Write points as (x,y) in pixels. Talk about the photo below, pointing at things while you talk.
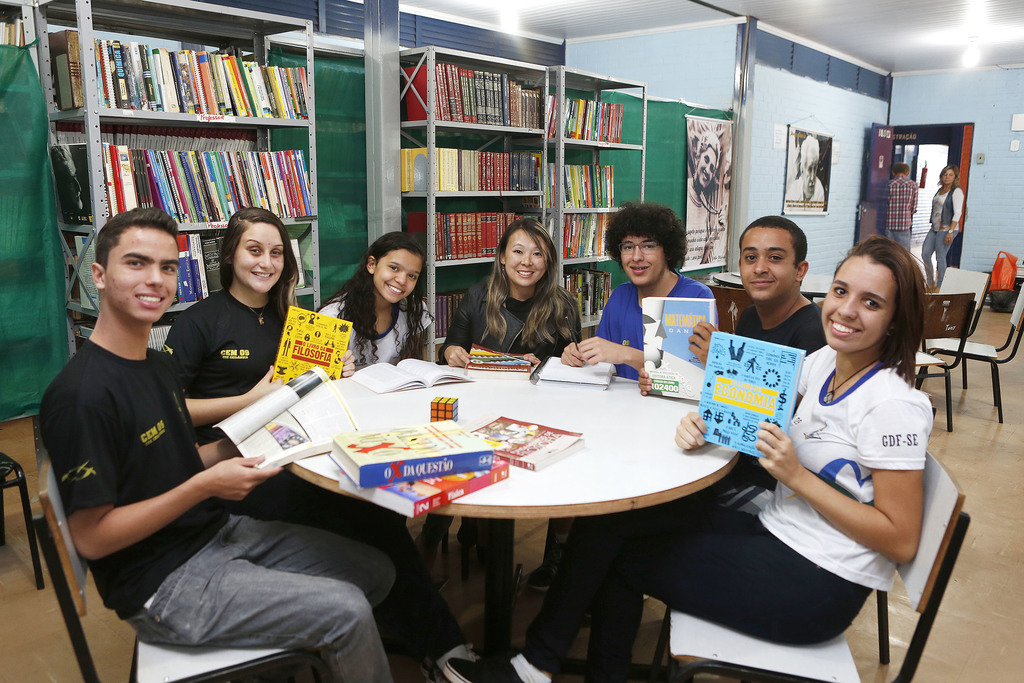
This image is taken inside a library (50,370). There are nine people (96,410) in this room (617,92) five women (390,277) and four men (138,533). In the left side of the image (182,507) a man (159,215) is sitting on the chair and holding a book (253,447) in his hand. In the left side of the image (236,347) a woman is sitting on the chair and holding a book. In the middle of the image (631,446) there is a table (331,472) and there are few books (448,449) on it and few people (232,361) are sitting around the table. In the background (1007,144) there are few bookshelves (231,116) with books (180,100) in it and there is a wall (759,144) with posters (716,190) with text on it, there is a door (870,191) and a switch board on the wall (1007,228). At the top of the image (539,15) there is a ceiling (939,70) with lights (979,55).
